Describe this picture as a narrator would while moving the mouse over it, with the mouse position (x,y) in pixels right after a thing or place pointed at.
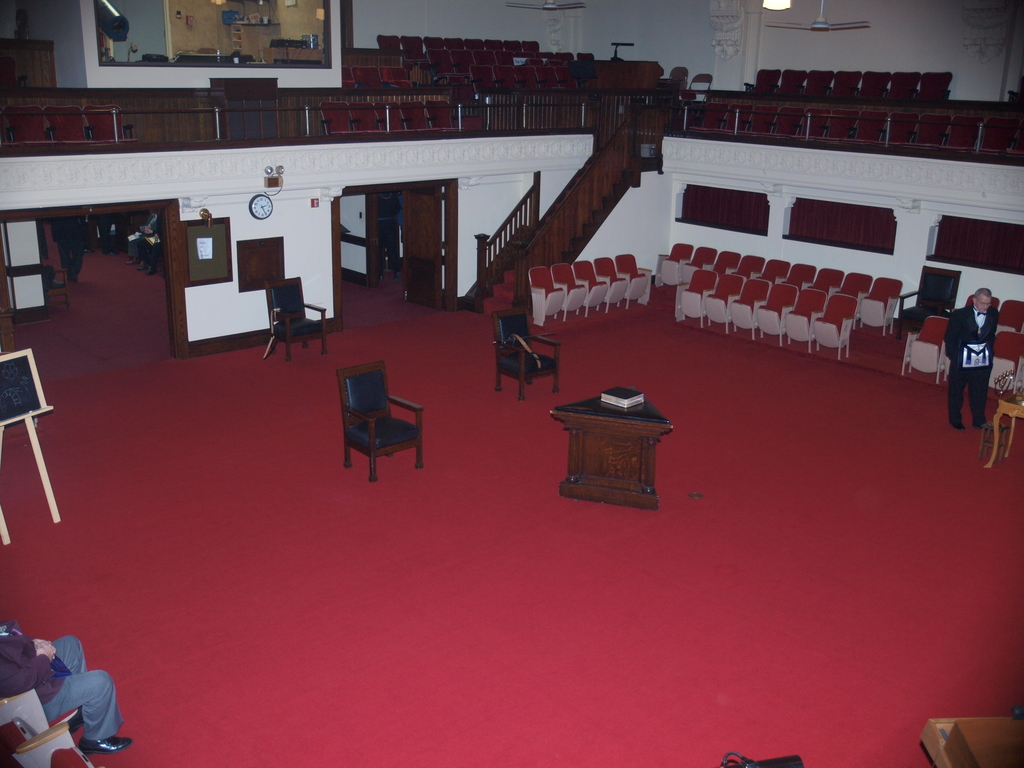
In this image there are a group of chairs (362,385) in the center (372,412) beside the chairs (502,371) there is one table (593,439). On that table (622,434) there is one book (613,398) and on the bottom of the left corner (78,698) there is one person (37,674) who is sitting on a chair (1,710) and in the center (359,261) there is a wall (396,180) and some doors (420,217) are there and on that wall (241,224) there is one photo frame (213,233) and some boards (260,256) are there and on the top (83,121) there are some chairs (560,81) and fans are there. On the right side (977,340) there is one person (987,349) who is standing and on the floor (396,629) there is one red carpet (300,566).
